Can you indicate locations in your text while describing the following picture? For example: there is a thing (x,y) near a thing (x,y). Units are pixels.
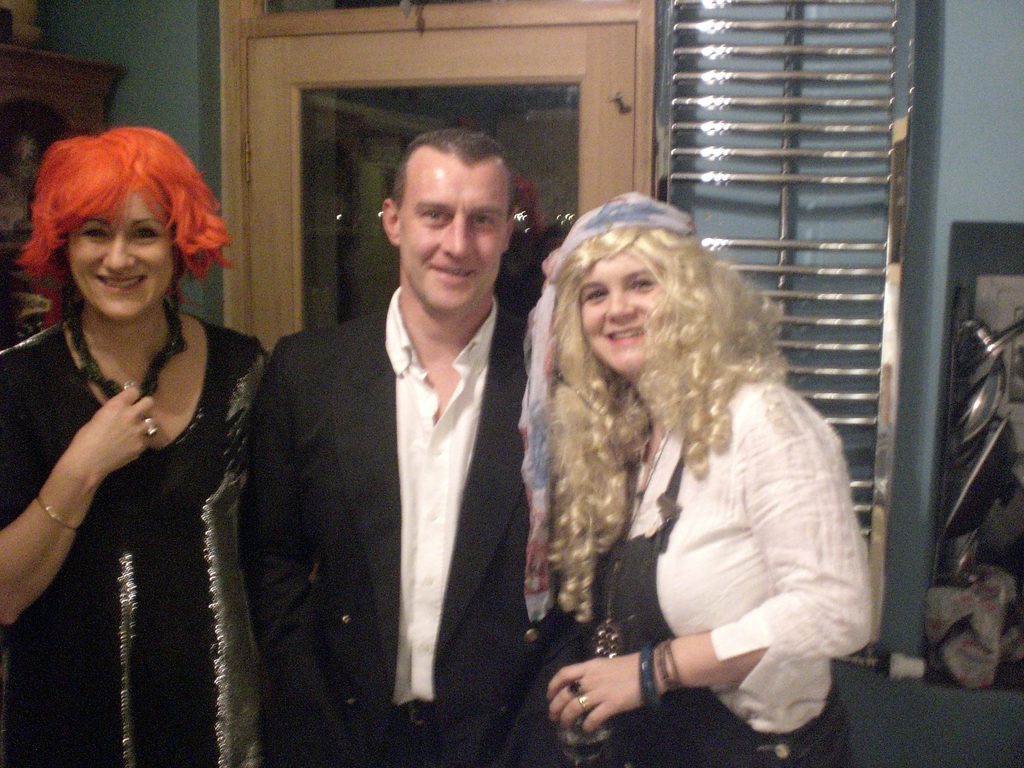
In this picture we can see few people (488,381), they are smiling, behind to them we can see few metal rods (810,52) and a door (304,115).
